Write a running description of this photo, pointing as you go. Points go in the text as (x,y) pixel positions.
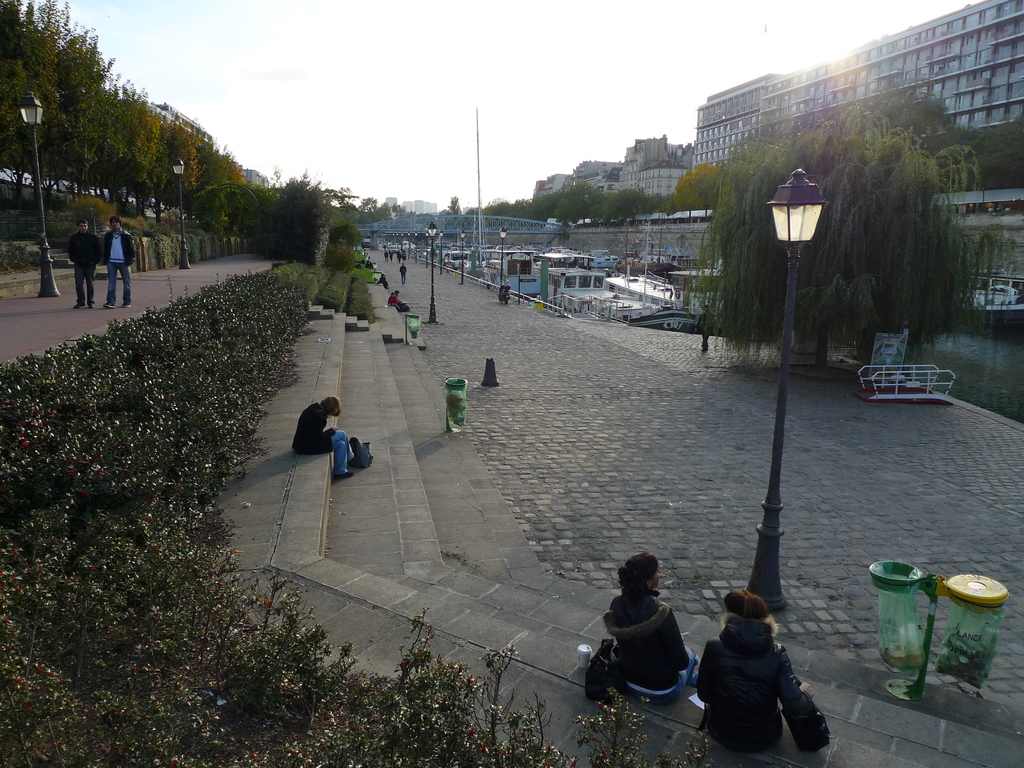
In this picture I can observe some people (314,425) sitting on the steps (362,432). On the left side (159,441) I can observe some plants (147,440). There are some lights (30,119) fixed to the poles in this picture. On the right side (985,366) I can observe a lake (1011,393). There are some boats (613,271) floating on the water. In the background (597,221) there are trees (522,204), buildings (720,144) and a sky (444,80).
